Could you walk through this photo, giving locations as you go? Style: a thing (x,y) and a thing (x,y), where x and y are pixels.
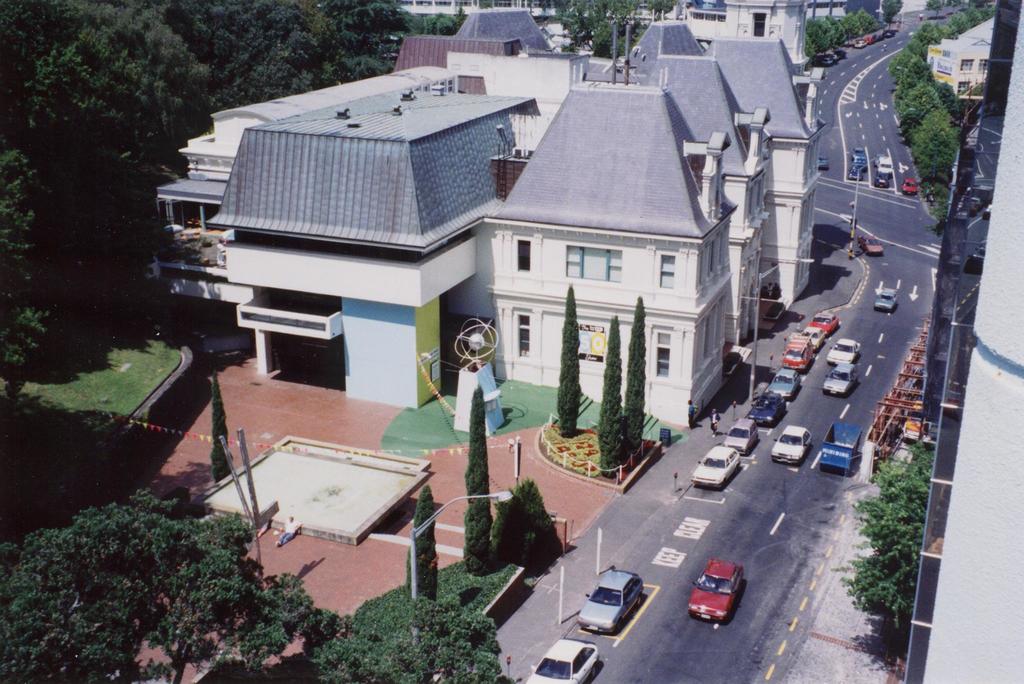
In this image we can see some vehicles (781,442) on the road (820,424) and some houses (612,226) with roof (614,223) and windows (590,250). We can also see some trees (514,499), plants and a street pole (500,497).
